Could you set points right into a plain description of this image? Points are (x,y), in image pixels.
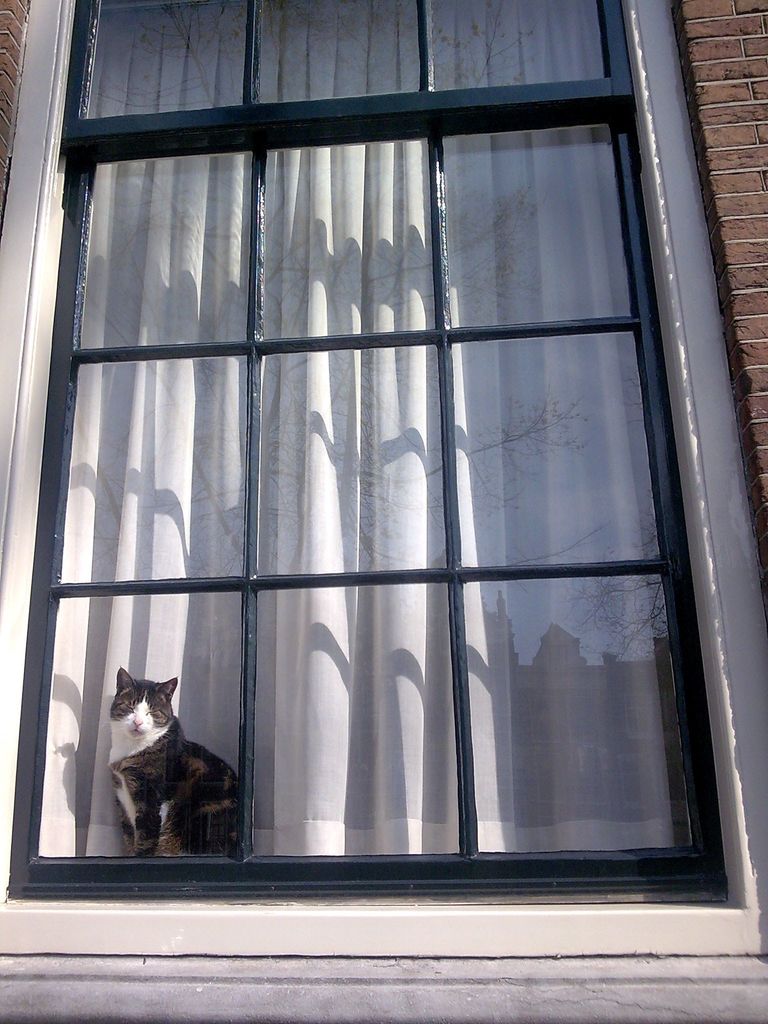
In this image there is a cat (145,735) in a glass window (313,422), behind the cat (143,773) there is a curtain (387,378).
